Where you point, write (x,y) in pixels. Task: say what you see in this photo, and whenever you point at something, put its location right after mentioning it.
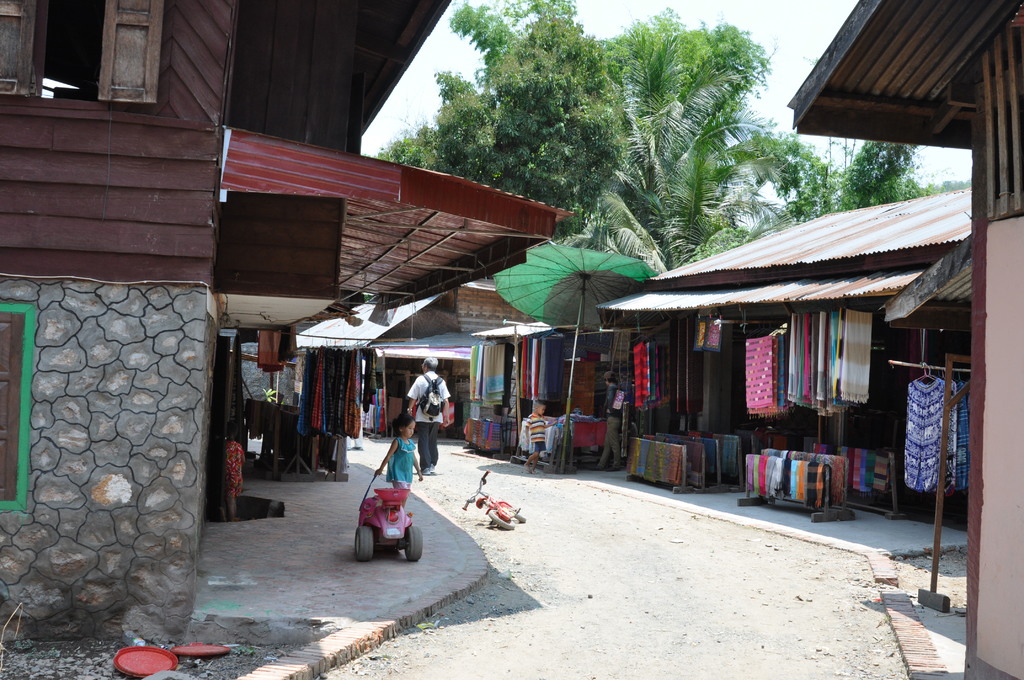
In this image we can see a few people (433,438), one kid (391,464) is pulling a tricycle (397,501), there is a bicycle (519,514) on the road (528,504), there are some clothes (549,347) hung on the poles (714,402), there are houses (751,280), a shed (842,279), there are windows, plates (181,647), also we can see trees (711,63), and the sky (784,117).
